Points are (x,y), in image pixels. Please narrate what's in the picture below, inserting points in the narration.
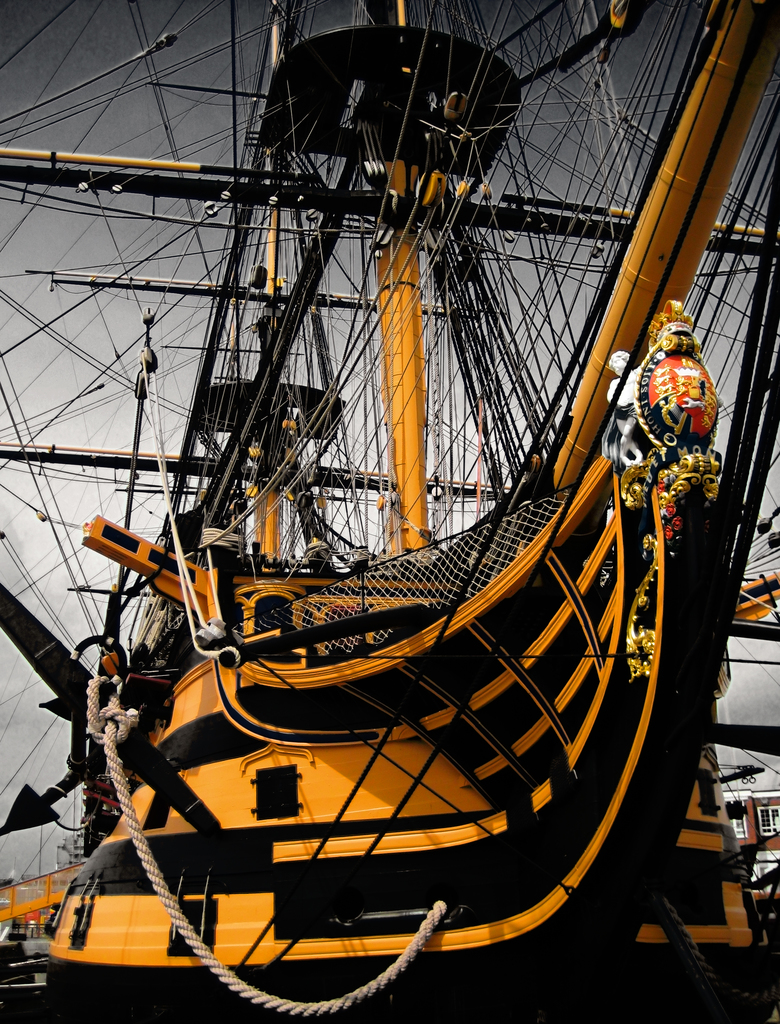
In this image, we can see a ship (488,502) which is colored black and yellow.
